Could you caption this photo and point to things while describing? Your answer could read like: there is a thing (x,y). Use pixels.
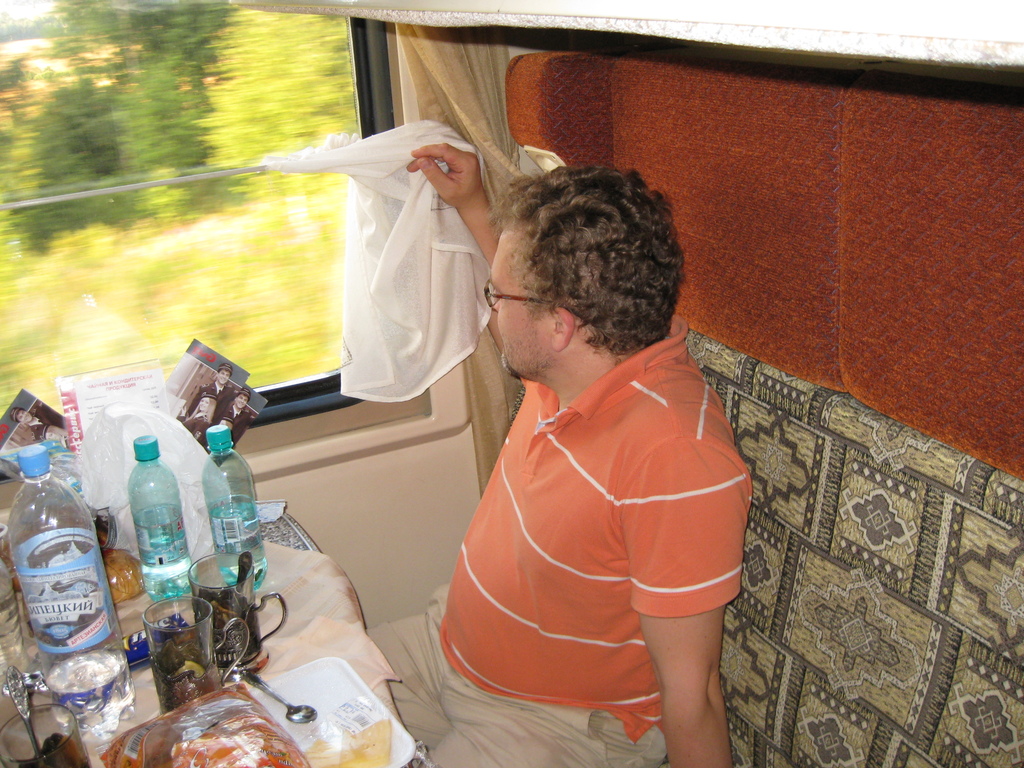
In this image I can see a man (546,596) travelling in the train (752,650). The person (577,550) is wearing orange color t-shirt (666,534) and sitting on the seat (762,679). From the window (179,212) I can see the outside view (269,216). There are some trees (195,83) in green color. In front of this person (476,577) there is a table (293,580). On this table (318,620) tray (335,678), glasses (203,598), bottles (173,580), spoons (293,711) books (210,365) are placed.
